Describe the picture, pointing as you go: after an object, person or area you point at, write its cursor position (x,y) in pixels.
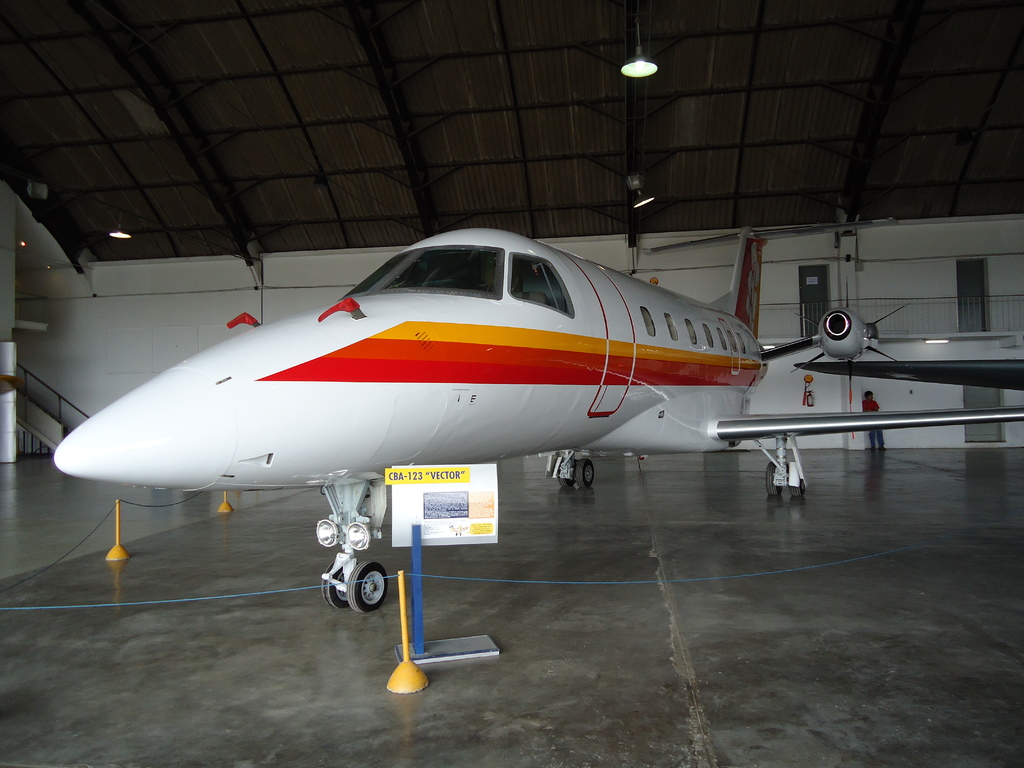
In this image I can see rope fences (4,610) and there is an aeroplane (491,362). There are stairs (42,410) at the left (31,420) back and a person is standing at the back (868,410). There are lights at the top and there is a white background (23,305).
